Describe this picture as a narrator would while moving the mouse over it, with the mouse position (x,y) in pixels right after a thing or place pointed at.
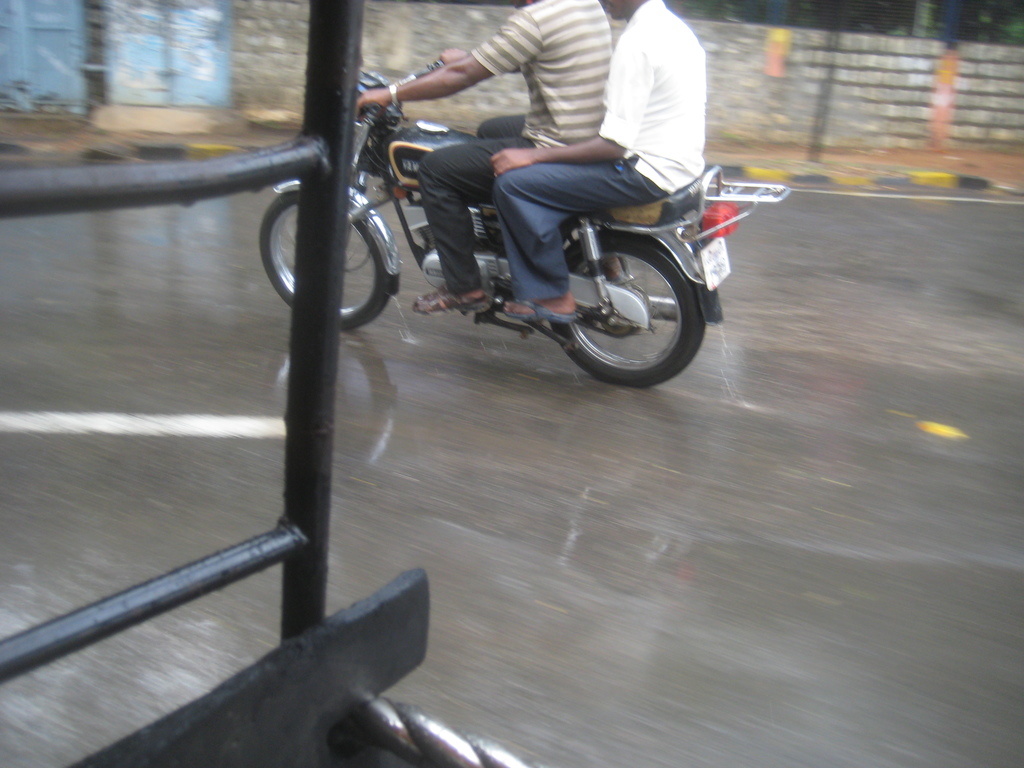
Here we can see the two persons (597,76) on motorcycle (415,154) and travelling on the road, and here is the wall (252,89).
